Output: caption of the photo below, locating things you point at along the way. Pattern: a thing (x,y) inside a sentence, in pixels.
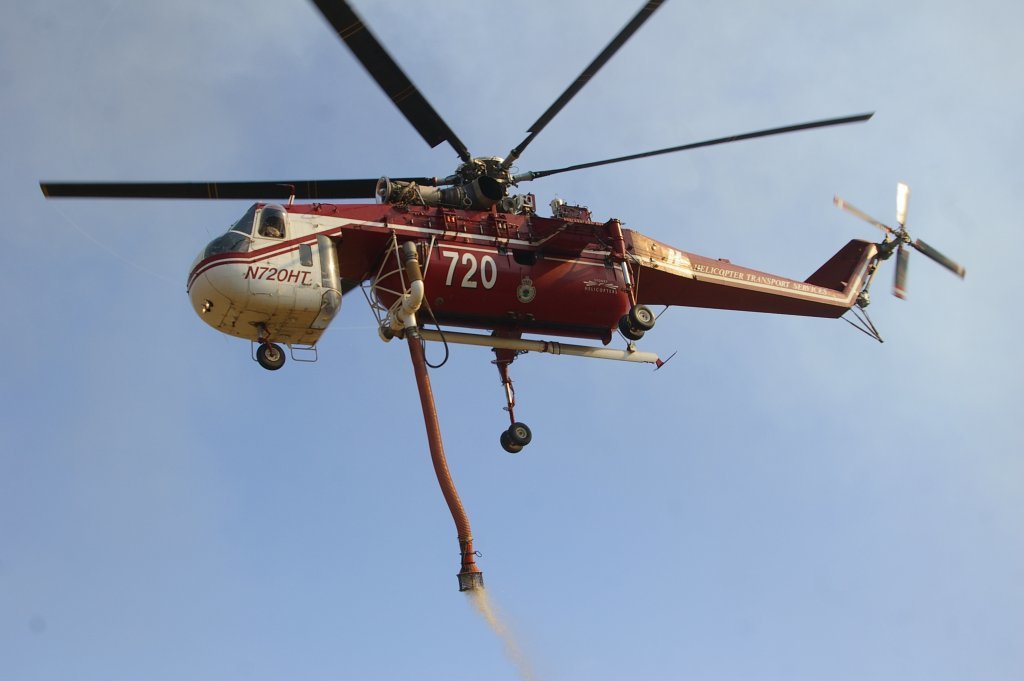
There is a copter (433,206) in the center of the image (493,235) and there is sky (475,98) in the background area (479,117).
